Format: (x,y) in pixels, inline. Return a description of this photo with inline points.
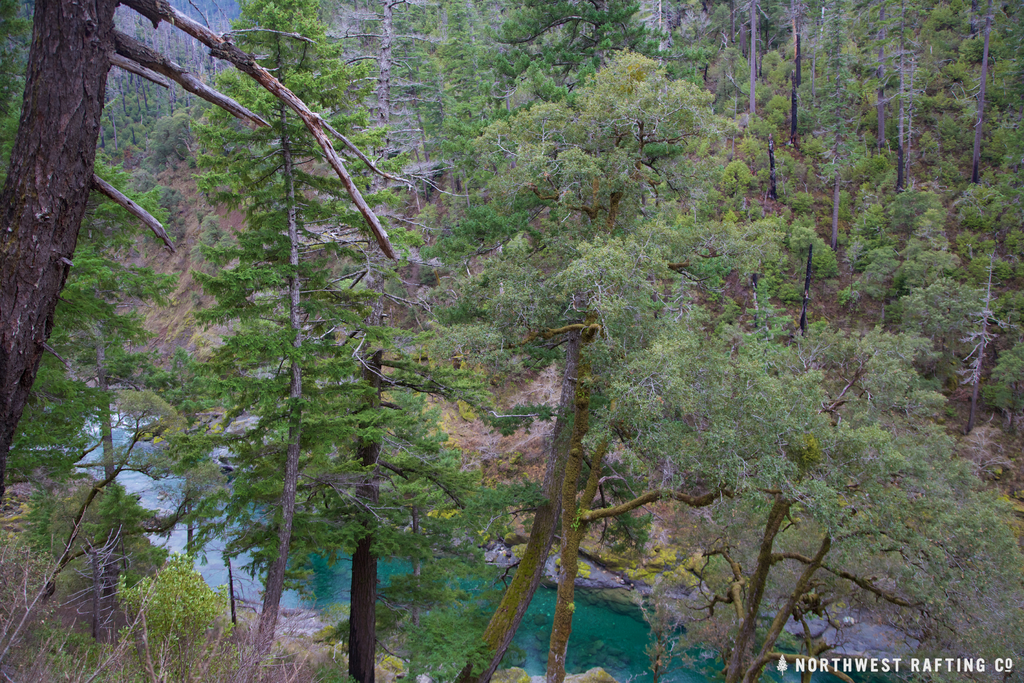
In this image there are few hills (625,581) having trees (111,460). In between the hills (476,664) there is water (612,647).
